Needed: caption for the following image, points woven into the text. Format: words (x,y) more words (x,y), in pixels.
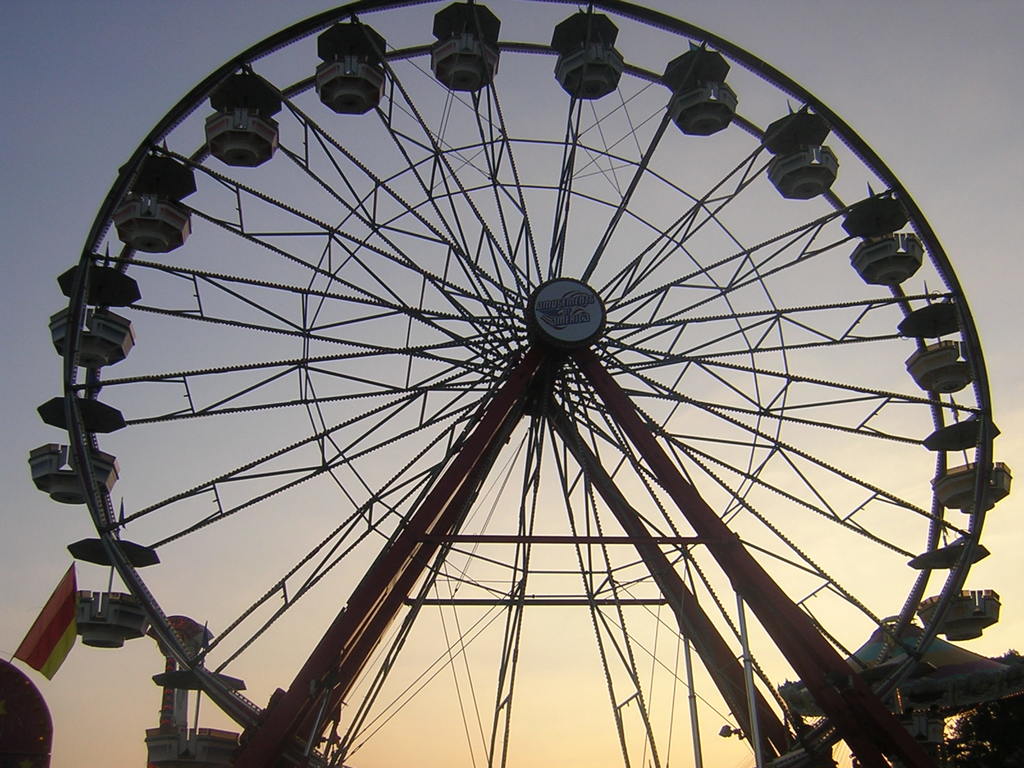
In this image, we can see a giant wheel (290,724). To the left side of the giant wheel (198,677), we can see a flag (43,620) which is of three colors and to the right of the giant wheel (856,694) we can see an umbrella (957,659) and we can also the sky (276,385) which is in blue in color.
